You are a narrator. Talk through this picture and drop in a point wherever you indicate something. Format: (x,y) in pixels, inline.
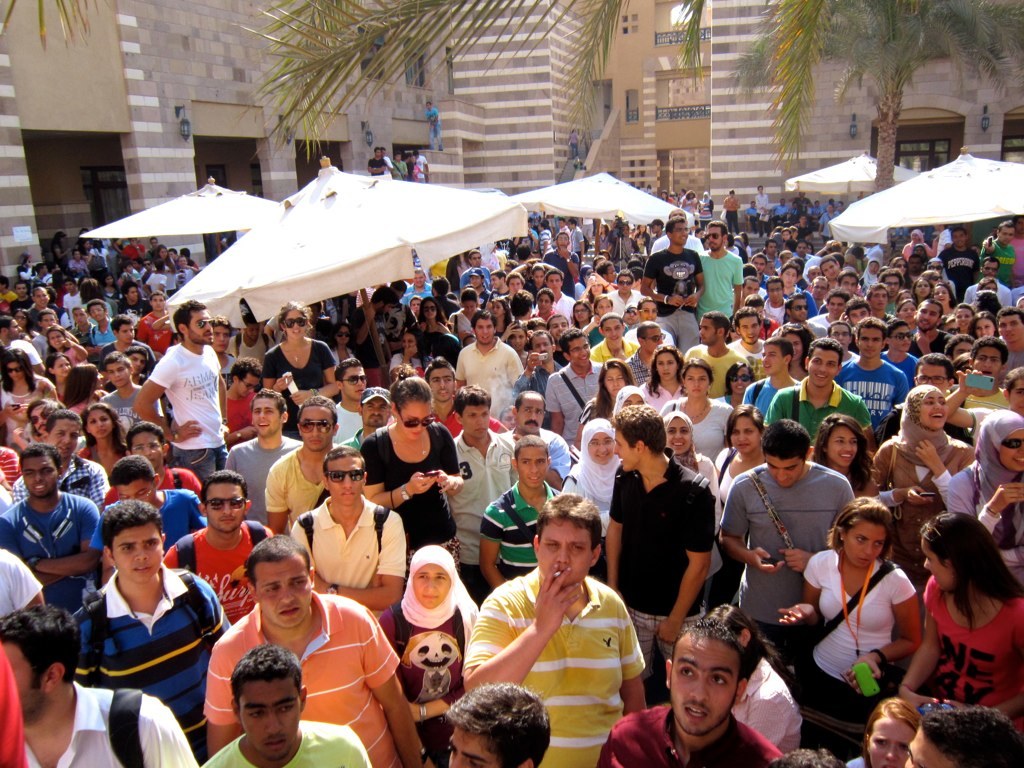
In this image I can see group of people (373,363) some are standing and some are walking. I can also see tents (391,206) in white color, few buildings (211,89) in gray and cream color, trees (749,67) in green color.
